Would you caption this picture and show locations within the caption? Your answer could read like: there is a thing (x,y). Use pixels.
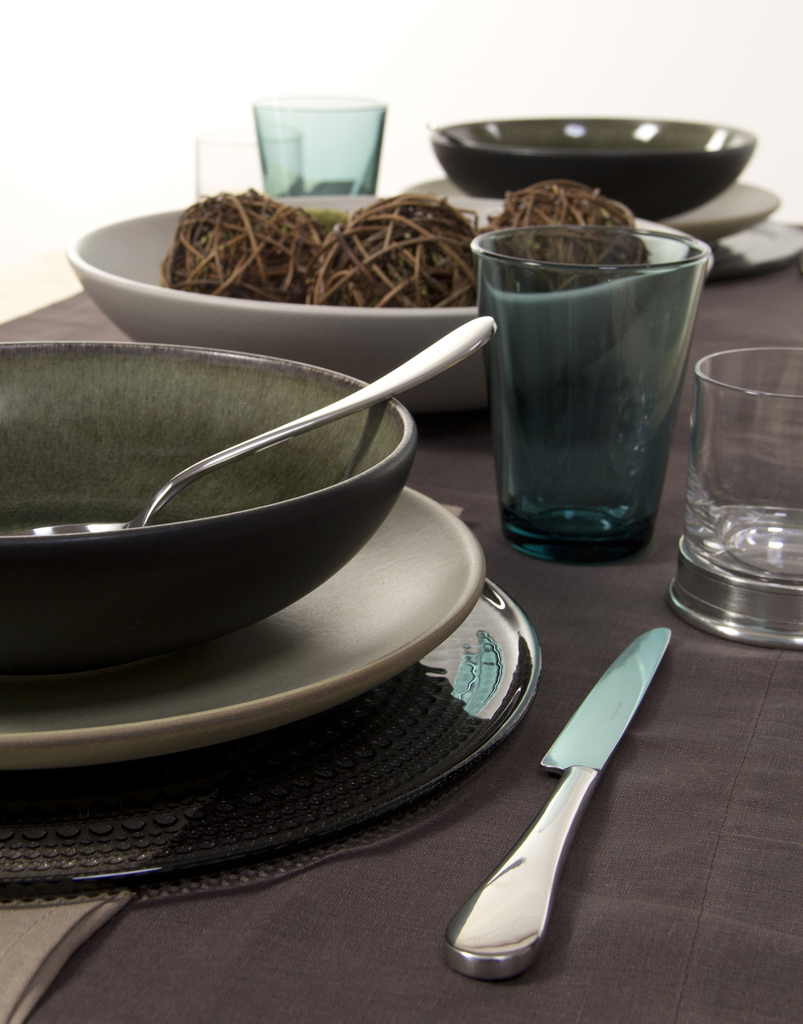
In a picture there is a table (664,559) on the table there are many items (285,612) such as plates (313,621), bowls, spoons (324,419), glasses (590,542) and knives (477,892).
